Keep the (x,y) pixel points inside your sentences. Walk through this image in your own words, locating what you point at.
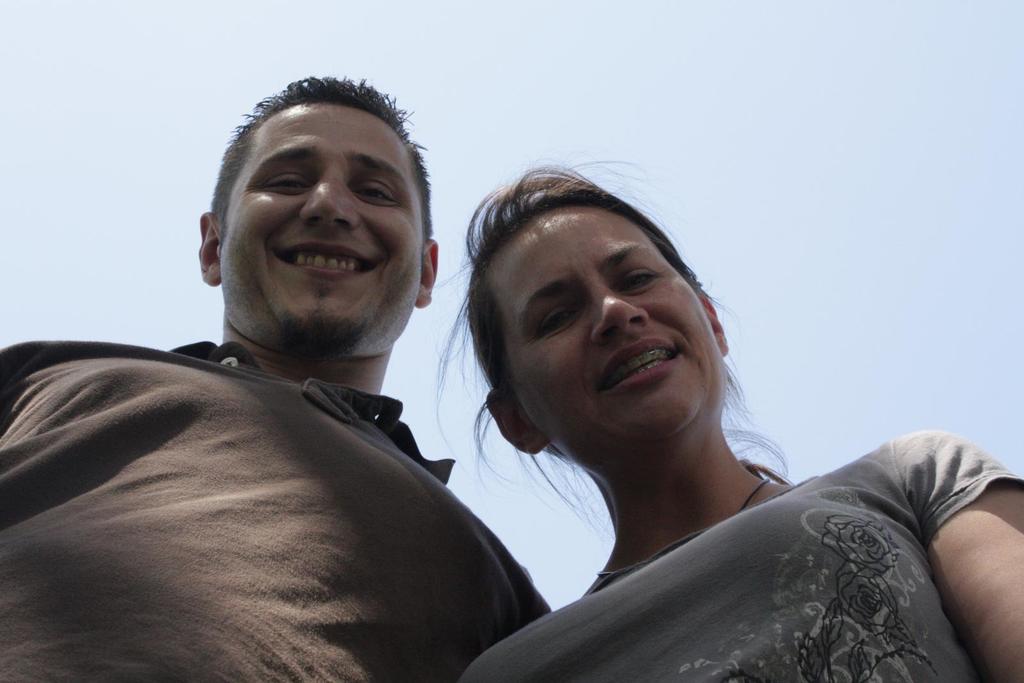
In this picture we can see a man (275,334) and a woman (841,572) smiling.
